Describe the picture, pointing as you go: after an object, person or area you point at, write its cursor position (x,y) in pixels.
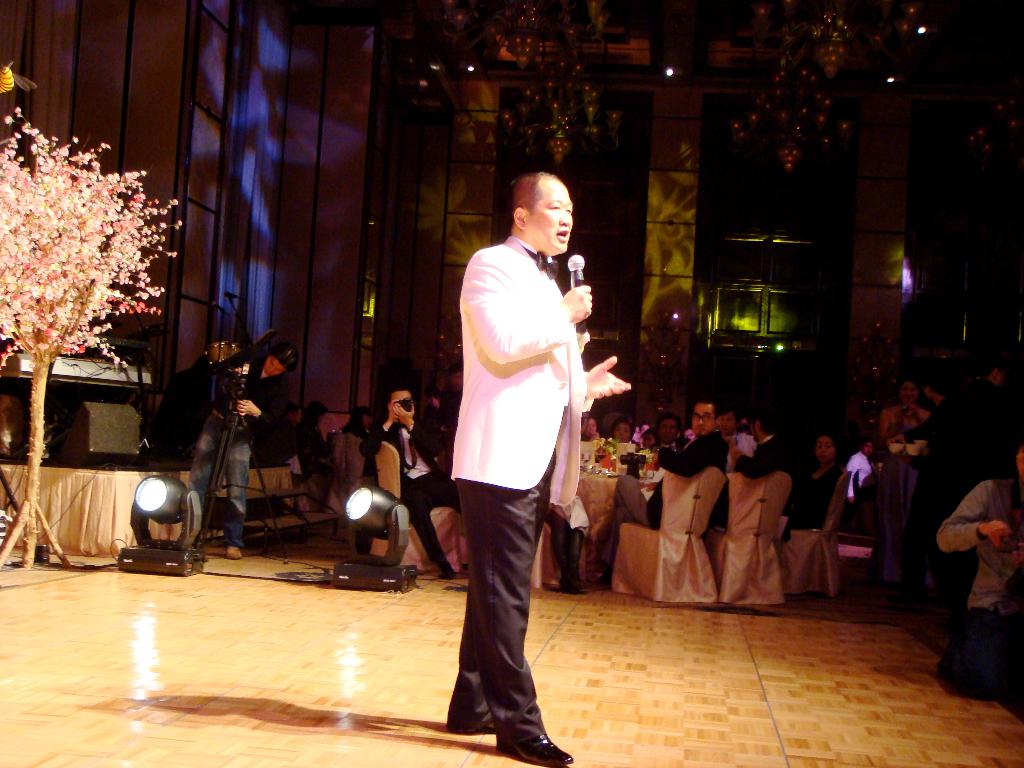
This picture is clicked inside the hall (540,472). In the foreground (548,355) we can see a person (543,278) wearing a blazer (516,340), holding a microphone (573,270), standing on the floor (464,753) and seems to be talking. On the left (53,261) we can see the flowers (62,245) and we can see the focusing lights (165,516), a table like object (101,491) and a person (255,380) holding some objects (232,377) and standing on the floor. In the right corner (1012,514) we can see a person (990,537) seems to be holding some object (1006,542) and kneeling on the ground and we can see the group of people (922,424) standing on the floor (917,609). In the center (620,489) we can see the group of people (818,433) sitting on the chairs (363,461) and we can see a person (392,412) sitting on the chair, holding a camera (412,407) and seems to be clicking pictures and we can see the table (603,490) on the top of which many objects (619,453) are placed. In the background (648,382) we can see the wall (639,155), lights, chandeliers (564,89) hanging on the roof (634,52) and we can see some other objects (791,319).
